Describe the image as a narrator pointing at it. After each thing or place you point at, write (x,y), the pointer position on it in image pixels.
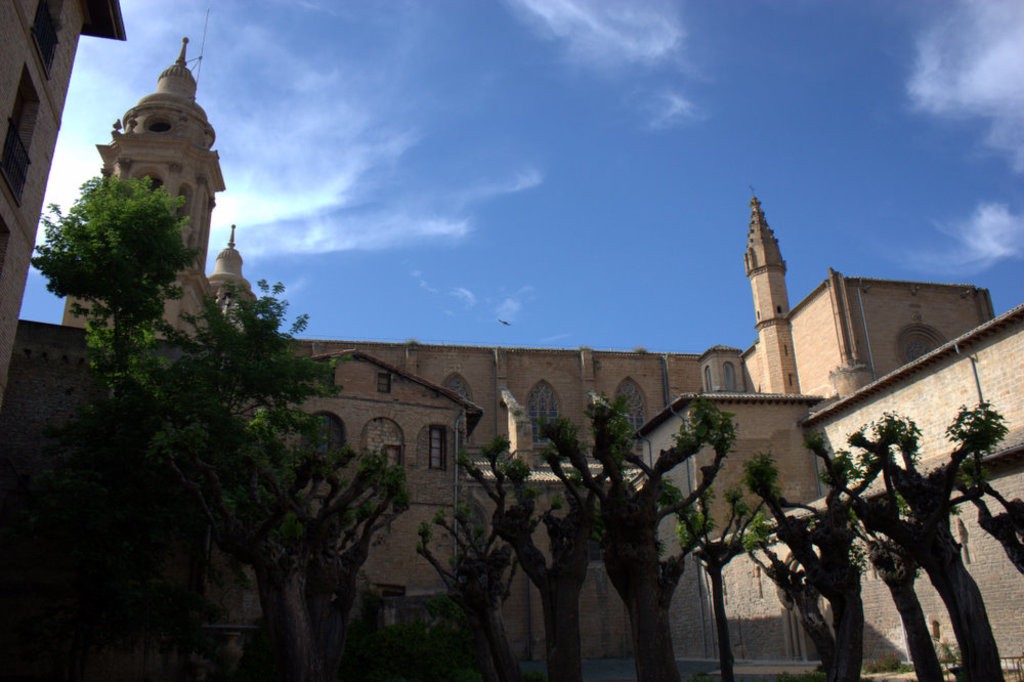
In this image we can see many trees (852,530). Behind the trees (892,543) we can see the building (539,430). At the top (536,102) there is sky (461,136) with some clouds (302,144).
